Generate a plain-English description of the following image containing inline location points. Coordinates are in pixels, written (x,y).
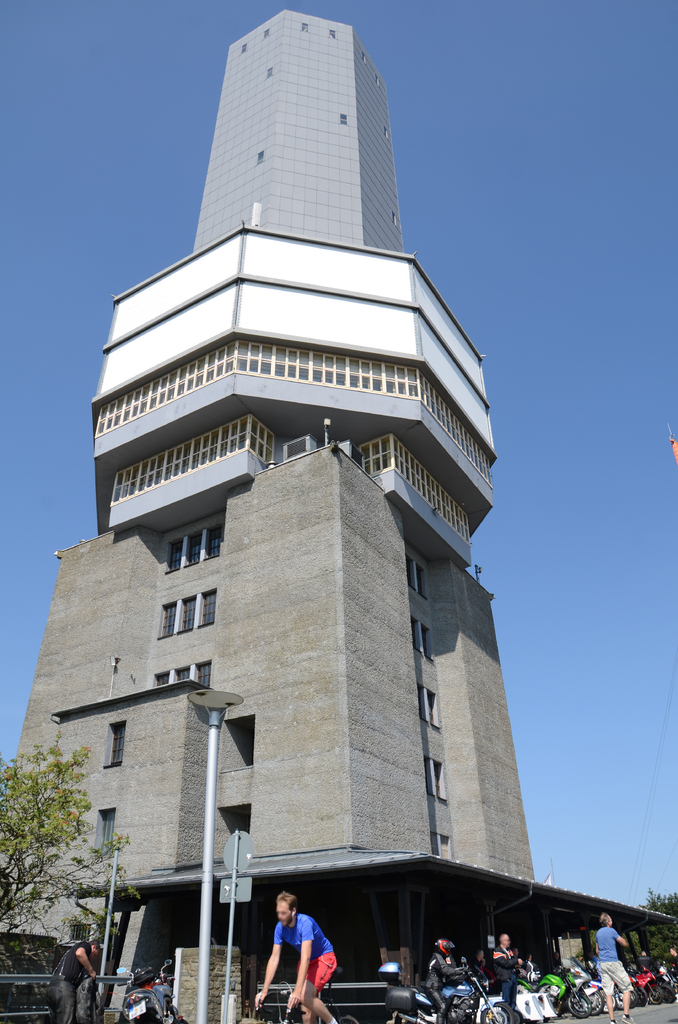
In this image I can see few persons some are riding bicycle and some are walking. Background (13,733) I can see few plants (2,827) in green color, a building (131,812) in gray and white color and the sky (665,88) is in blue color.
